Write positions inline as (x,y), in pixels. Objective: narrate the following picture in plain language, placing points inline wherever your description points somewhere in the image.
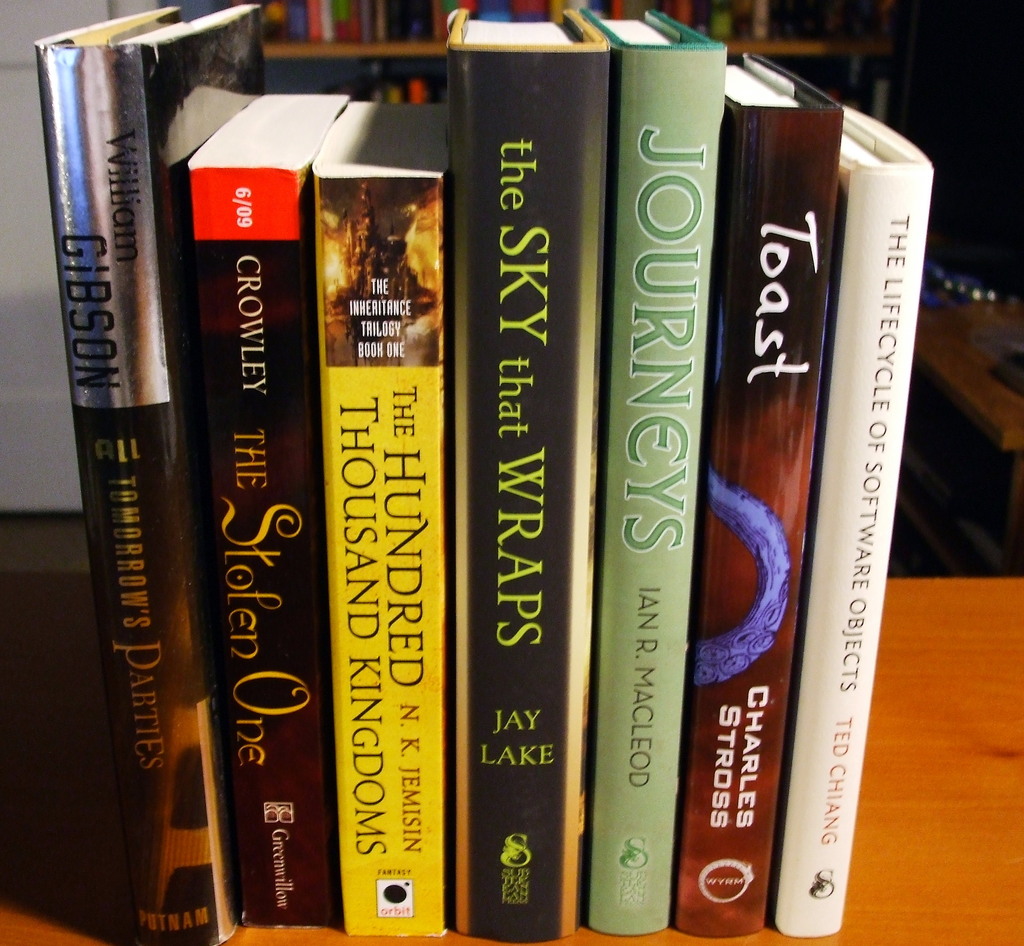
In this image we can see books (355,462) on the table (952,676). In the background of the image (346,33) there is a bookshelf (359,69) with books (313,21). There is a wall (41,12). To the right side of the image (964,327) there is a table (1015,439).
